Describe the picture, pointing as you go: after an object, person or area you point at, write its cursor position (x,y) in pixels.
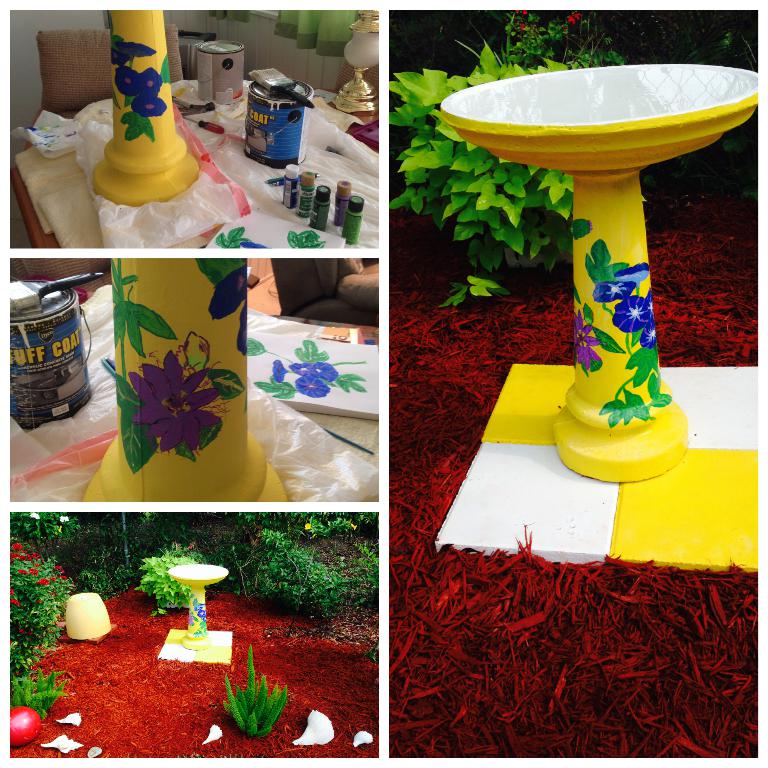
This is a collage picture. On the right side of the image (567,647), we can see red color objects (644,582) on the surface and yellow show piece (618,377) with painting (626,364) on the object (580,509) which is in yellow and white color. In the background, we can see plants (454,176). On the left side of the image (175,322), we can see yellow showpiece (192,175), tins (21,420), color bottles (292,194), brushes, covers (327,126) and few objects (299,377). In the bottom left corner of the image (78,609), we can see yellow show piece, plants (239,696) and other objects (220,632).
